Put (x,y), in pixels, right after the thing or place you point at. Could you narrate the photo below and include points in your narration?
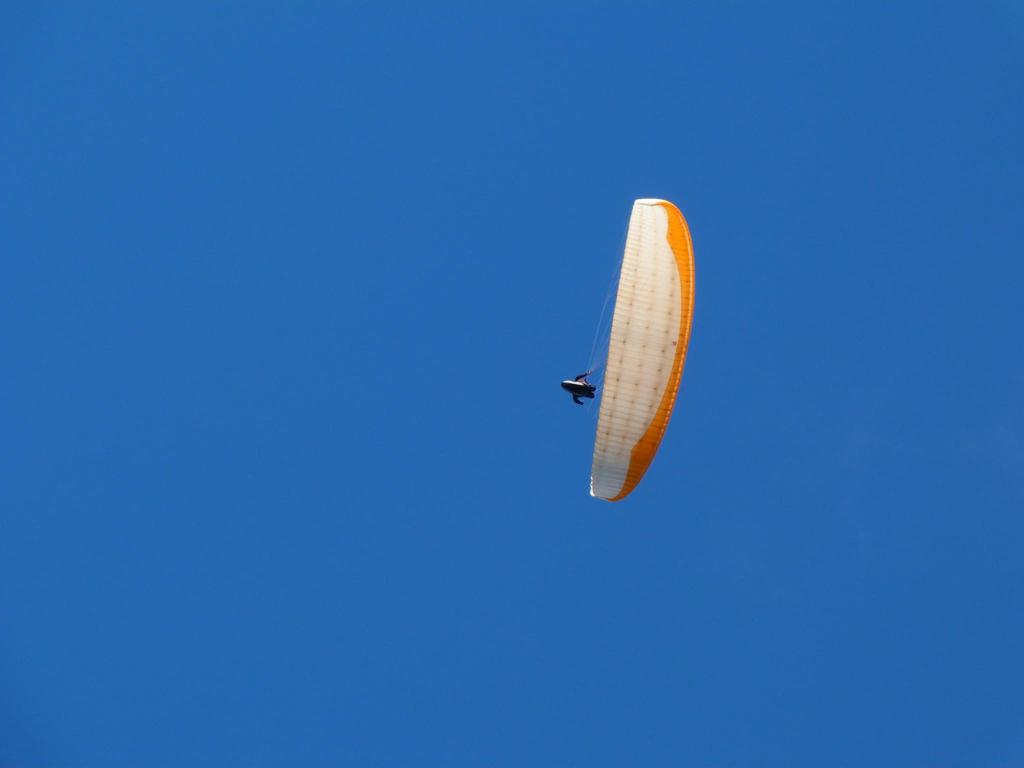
In this image we can see a parachute (647,443) flying in a sky (522,400).
